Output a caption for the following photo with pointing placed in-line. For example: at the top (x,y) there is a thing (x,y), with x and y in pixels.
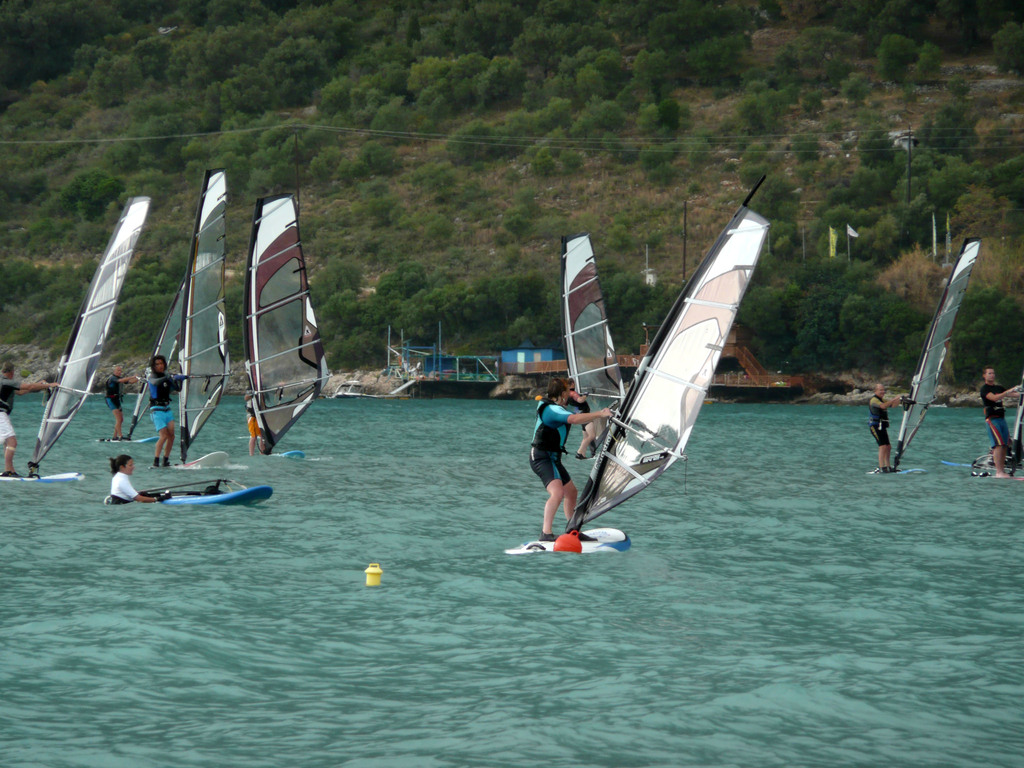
In this image there is the water (297,533). There are sail boats (55,389) on the water (950,439). There are people (564,485) standing on the boats (46,440). In the background (479,236) there are trees (362,40) and plants (432,100) on the mountain (464,46). To the right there are electric poles (910,150) on the mountain (683,224).
